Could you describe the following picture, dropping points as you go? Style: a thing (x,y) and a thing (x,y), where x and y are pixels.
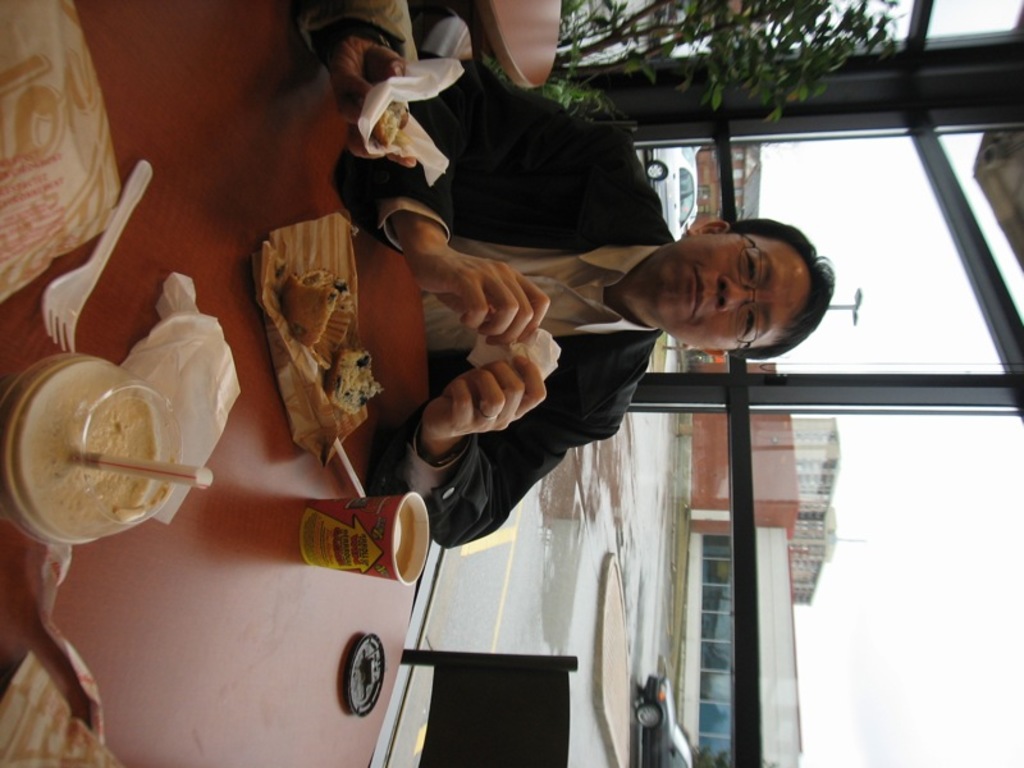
On a table (195,641) there is a glass (69,495), straw (209,470) in it, fork (93,277), food item (344,373), glass of drink (353,555). A person (468,247) is seated wearing a suit (561,435). Behind him there is a plant (742,72) and glass walls (967,243). At the back (640,574) there is a road (652,611), vehicles (650,698) and buildings (728,725).
